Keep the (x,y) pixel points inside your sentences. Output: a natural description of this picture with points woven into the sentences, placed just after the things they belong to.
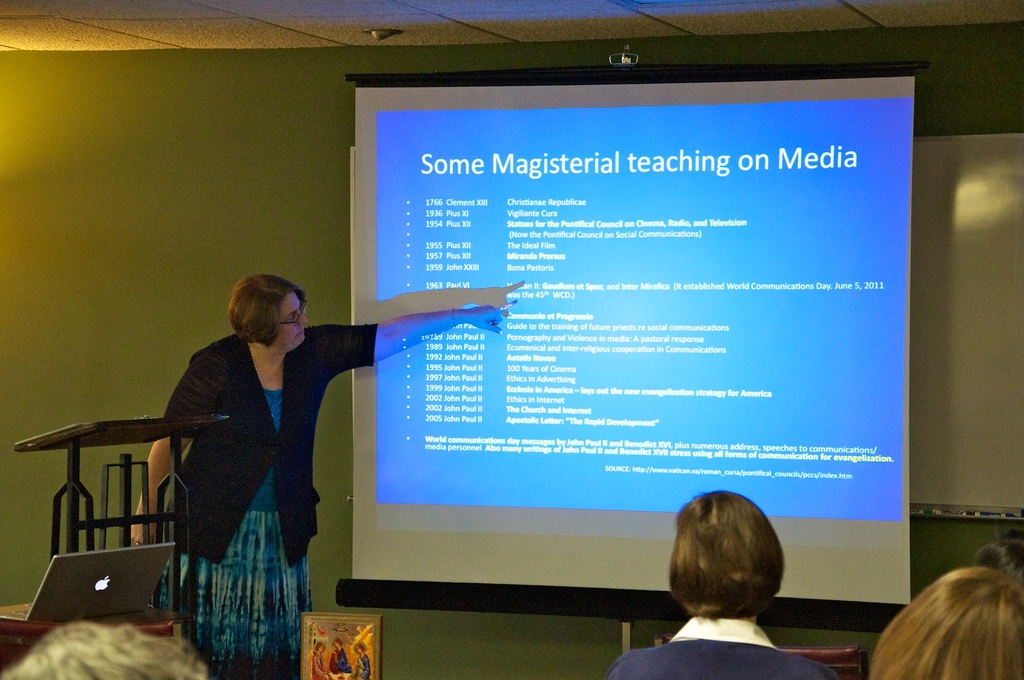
In this picture we can see a woman (272,442) standing and some people (926,620) sitting, on the left side (152,522) there is a table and a podium (127,522), we can see a laptop (130,554) on the table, there is a projector screen (586,469) in the middle (658,363), we can see some text (546,254) on the screen (528,321), there is the ceiling (417,40) at the top of the picture (416,25), there is a photo frame (355,662) at the bottom (359,655).
